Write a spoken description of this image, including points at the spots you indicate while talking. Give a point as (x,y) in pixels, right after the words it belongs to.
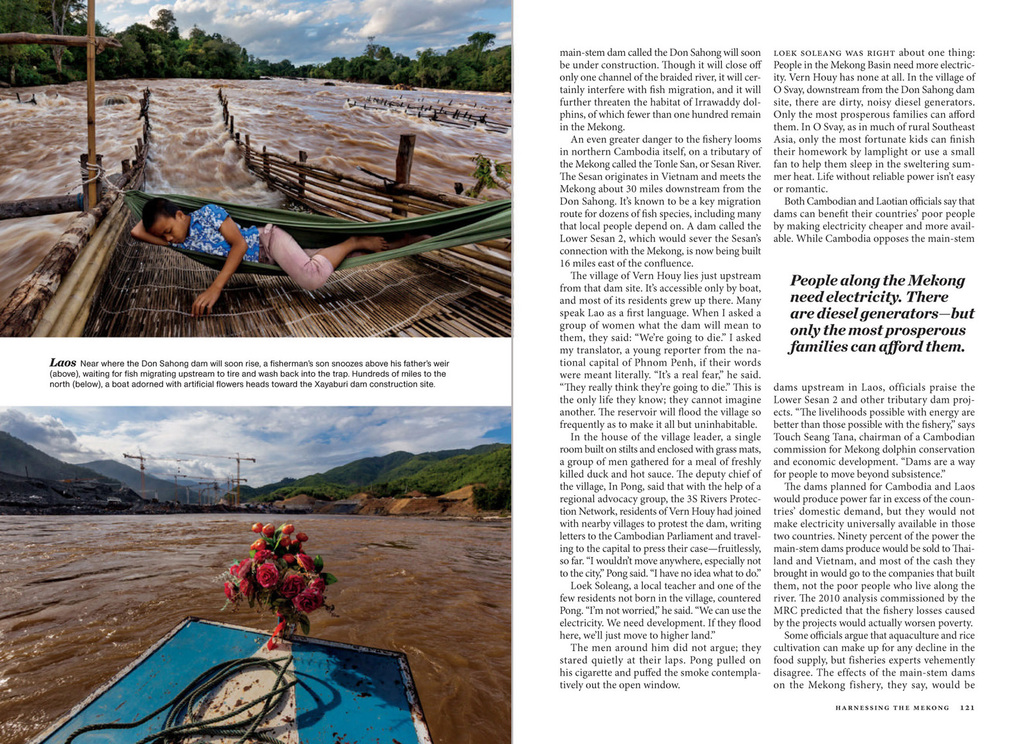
This is the picture of a paper (353,510) on which there are two images (361,452) and some things (691,536) written on it.
